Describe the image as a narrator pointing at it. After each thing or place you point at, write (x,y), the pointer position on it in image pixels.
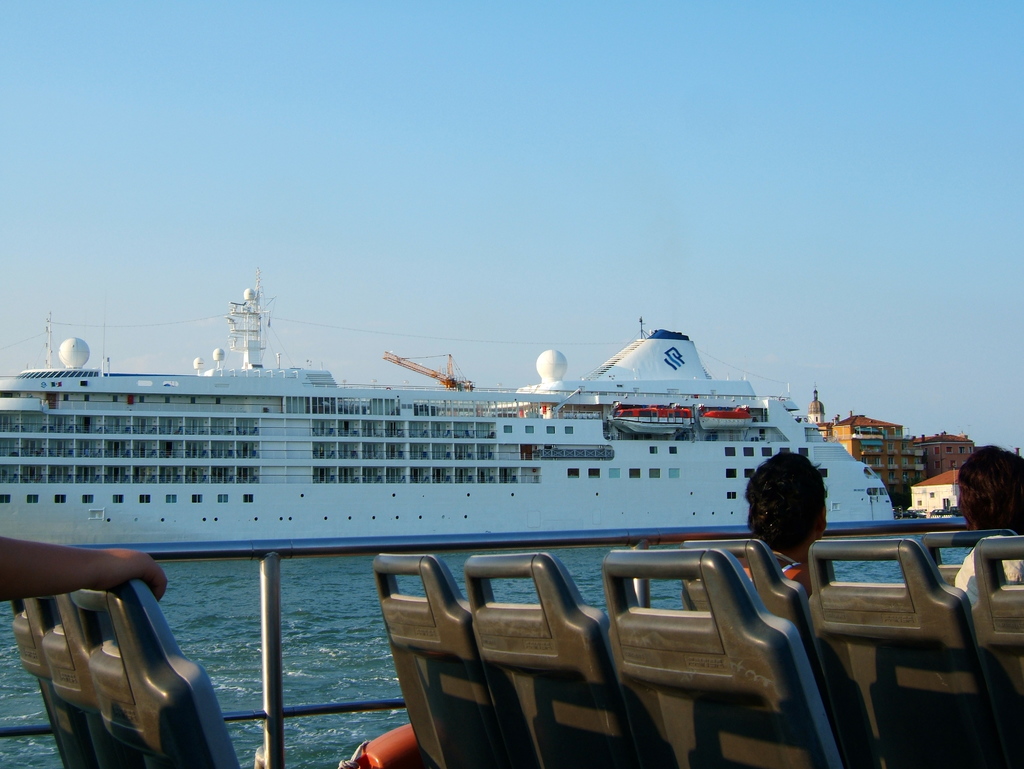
In the image there are few seats (843,619) in the foreground (889,619) and behind the seats (615,570) there is a railing (271,654), behind the railing (545,544) there is a water surface (597,576) and on the water surface (286,659) there is a ship (592,442) and in the background (851,440) there are buildings (926,441).
